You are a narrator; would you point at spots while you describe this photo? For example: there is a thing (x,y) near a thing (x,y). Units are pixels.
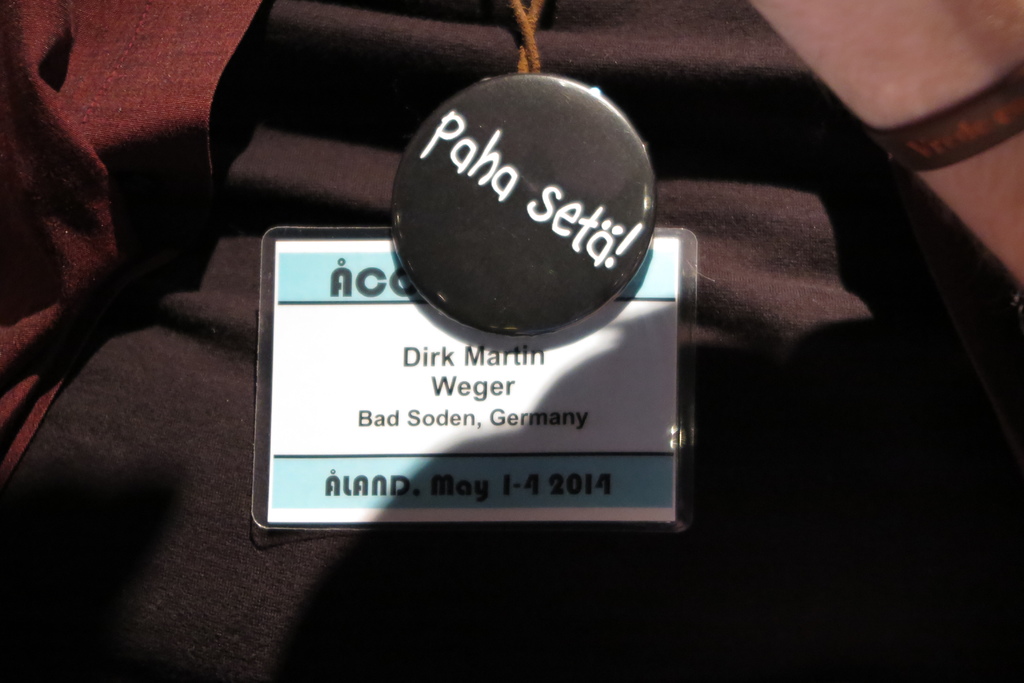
In this image there is a cloth (250,581) having a tag (527,222) and a card (480,426) are on it. Right top there is a person hand (894,112) visible.
